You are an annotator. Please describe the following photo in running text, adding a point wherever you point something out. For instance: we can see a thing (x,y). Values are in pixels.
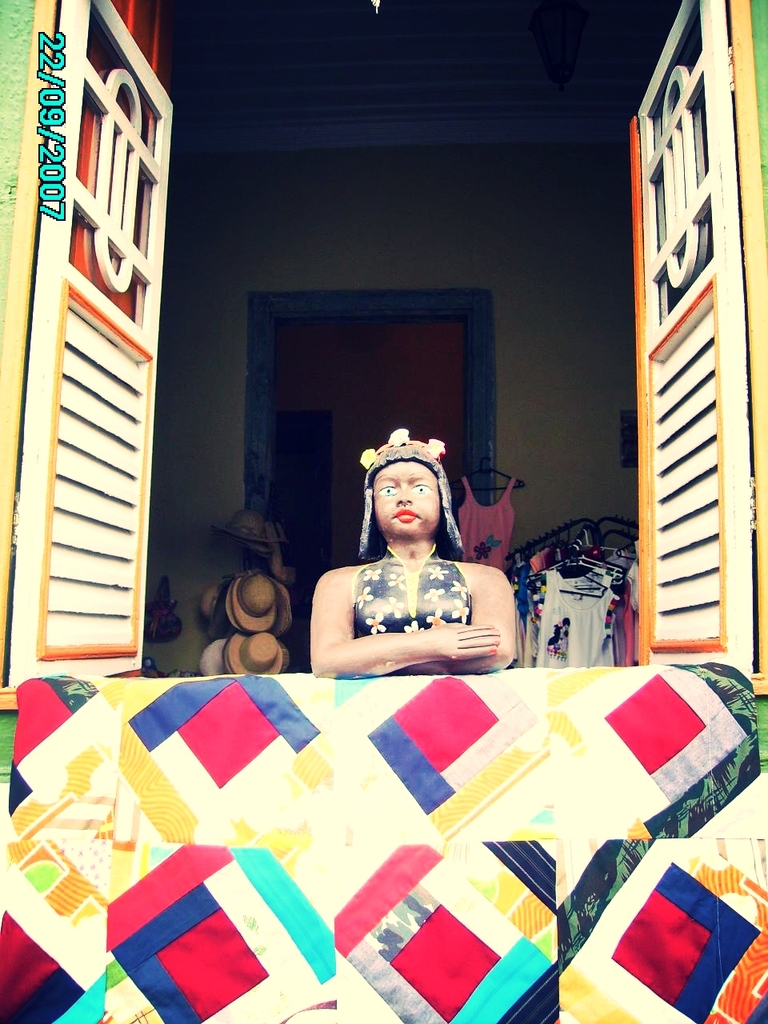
Here we can see colorful wall (416,782), behind this wall (415,718) we can see statue (467,631) and window (44,426). In the background (569,316) we can see hats (256,610), clothes (595,634) and wall (168,548).
